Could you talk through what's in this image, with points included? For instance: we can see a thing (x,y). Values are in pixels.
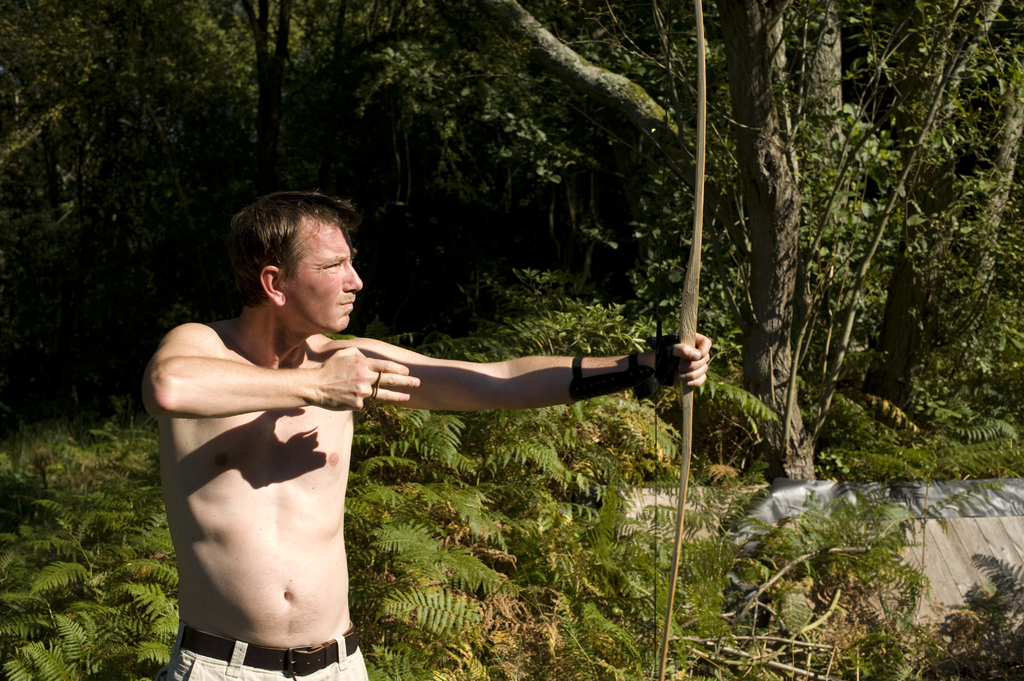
In this image there is a man (278,493) in the middle (358,402) who is without the shirt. He is holding the bow (692,394). In the background (503,116) there are trees (581,100). At the bottom (555,574) there are small plants (839,589) and a wall (972,557) on the right side (941,558) bottom.
